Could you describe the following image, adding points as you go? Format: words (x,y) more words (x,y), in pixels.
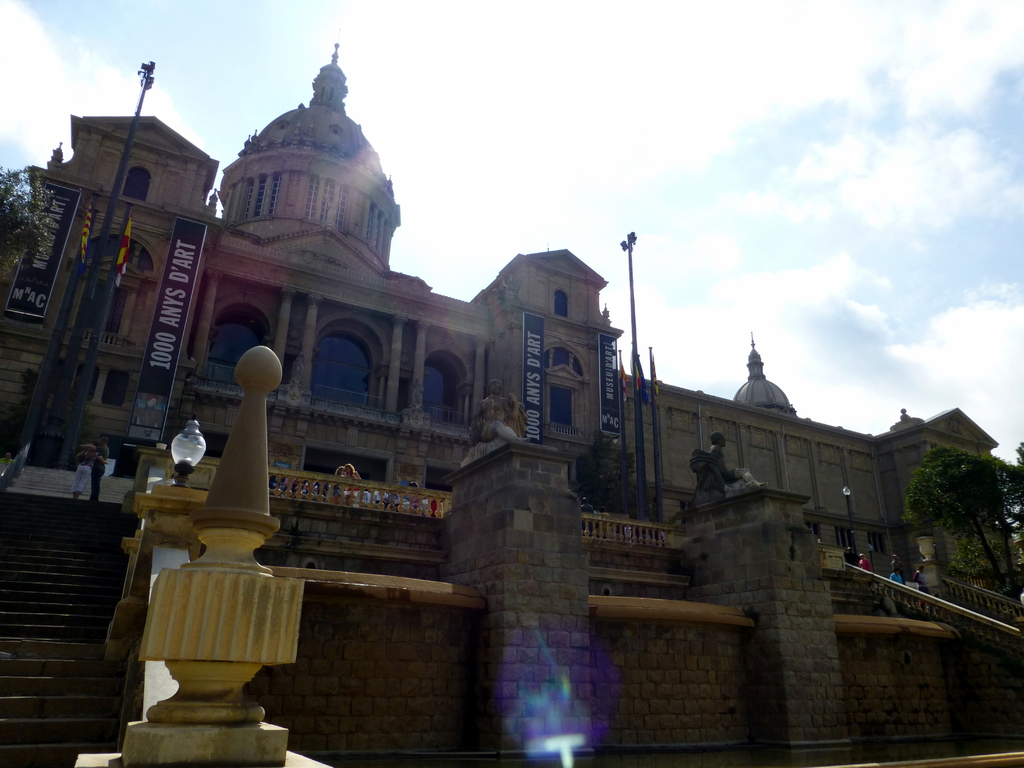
In the background (646,54) we can see the sky (587,51). In this picture we can see a building (916,451), trees (927,471), people (894,556), concrete railings (1011,629), banners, flags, poles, pillars (795,549), statues (490,401) and lights (182,470).
